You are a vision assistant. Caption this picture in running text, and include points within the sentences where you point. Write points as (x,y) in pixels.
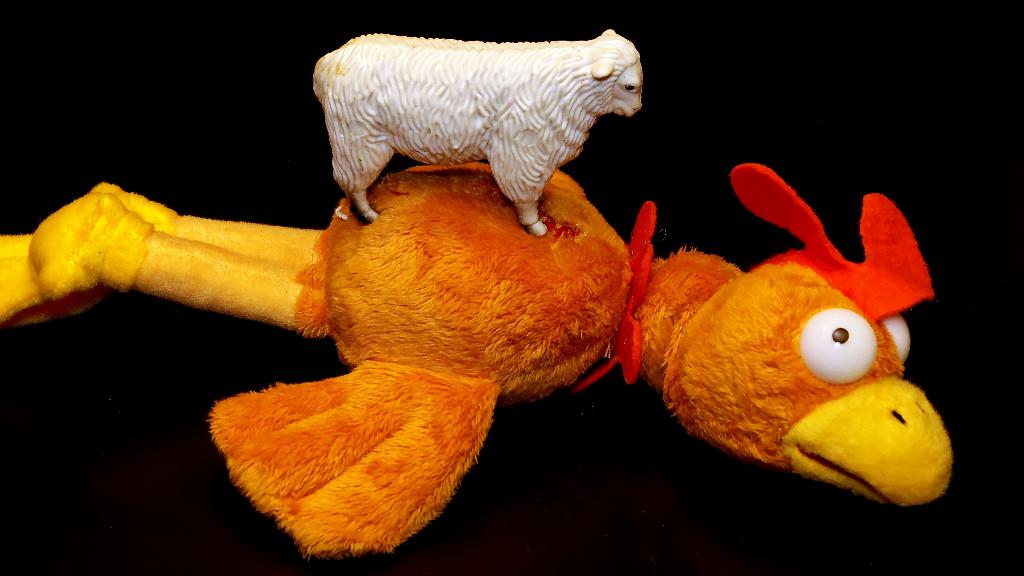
In the center of the image (549,270) there is an orange color soft toy (532,278) and on the top of the toy (471,280) there is a sheep depiction (530,101). The background of the image (219,125) is in black color.
